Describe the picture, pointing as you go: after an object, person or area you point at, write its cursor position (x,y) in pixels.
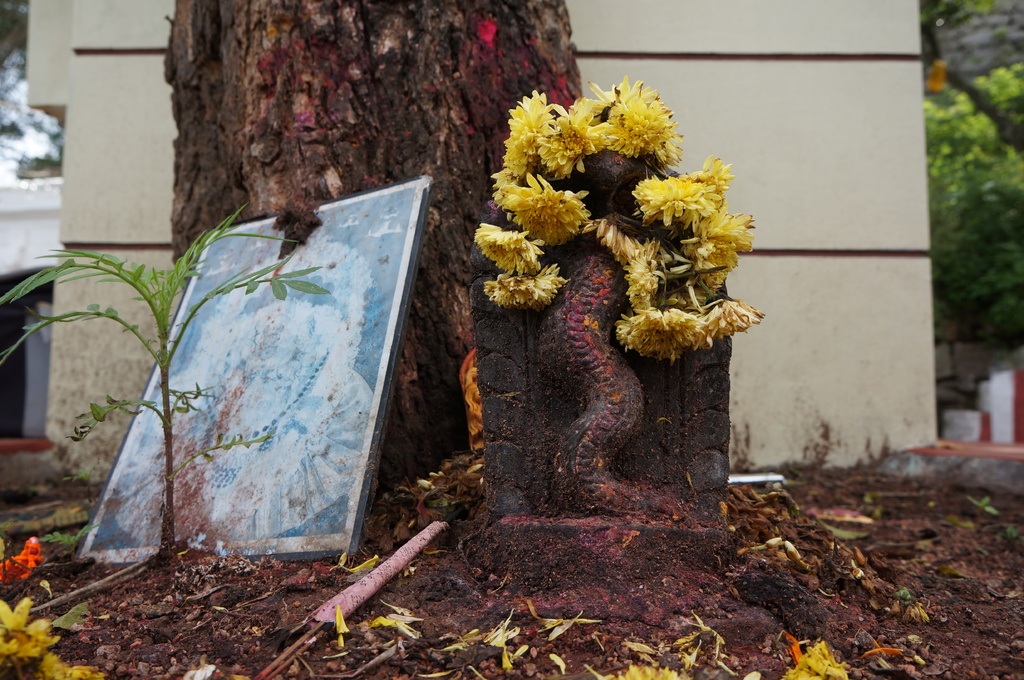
This image is taken outdoors. At the bottom of the image (313,603) there is a ground (776,618). There are a few flowers (48,635) on the ground (416,630). In the background (144,142) there is a wall (71,97). There are a few trees (948,3) and there is a plant (988,277). In the middle of the image (451,311) there is a tree (285,111) and there is a plant (170,457). There is a picture frame (262,382) of a god (280,303) on the ground (324,572) and there is a sculpture (617,357) of a god (666,457). There are a few flowers (628,116) on the sculpture (601,285).
